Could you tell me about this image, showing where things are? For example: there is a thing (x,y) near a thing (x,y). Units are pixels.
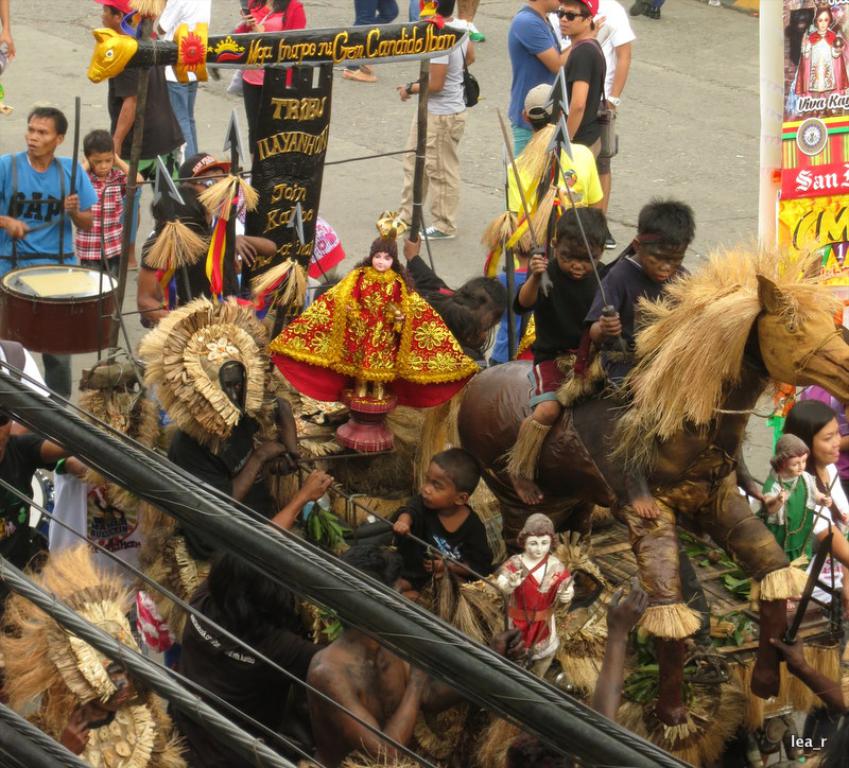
This is looking like a festival. Two boys (628,309) are sitting on toy horse (629,444) holding swords (547,283). There are some other people (431,477) sitting over there. There are many statues (530,589). In the back (57,271) a person (70,203) holding drums (65,294) and playing. There are banners (270,229). In the background (579,56) there are many people (470,28) standing.
